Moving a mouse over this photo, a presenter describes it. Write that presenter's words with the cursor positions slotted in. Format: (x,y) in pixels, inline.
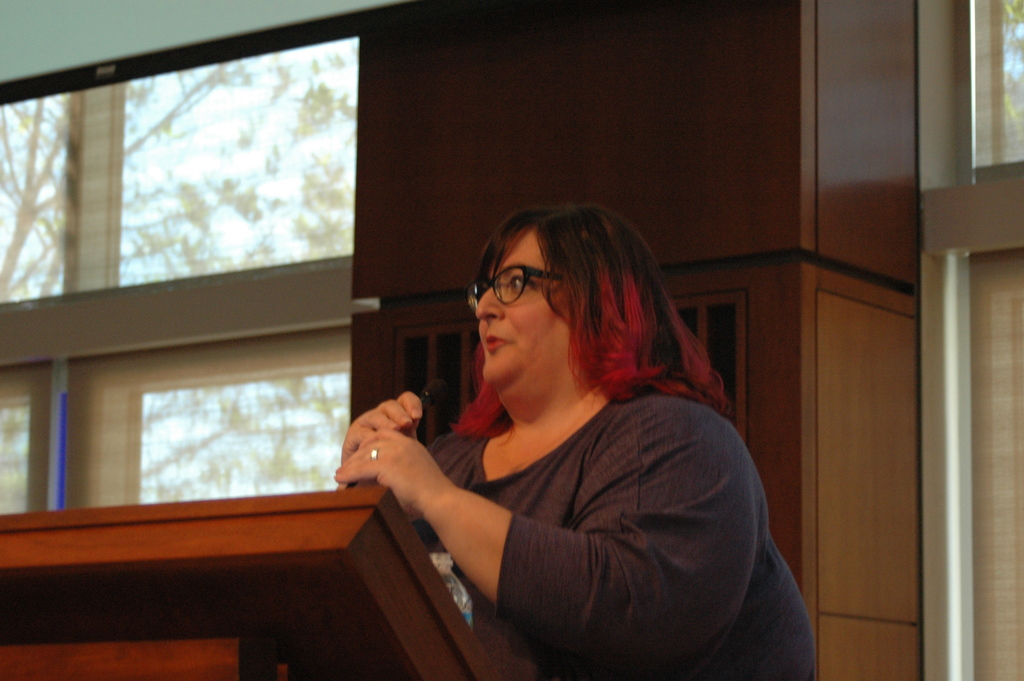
In this image we can see a lady (662,497) standing and holding a mic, before her there is a podium (460,642) and we can see a bottle (459,591) placed on the podium (416,635). In the background (606,178) there is a wall (595,144) and windows (116,278).
